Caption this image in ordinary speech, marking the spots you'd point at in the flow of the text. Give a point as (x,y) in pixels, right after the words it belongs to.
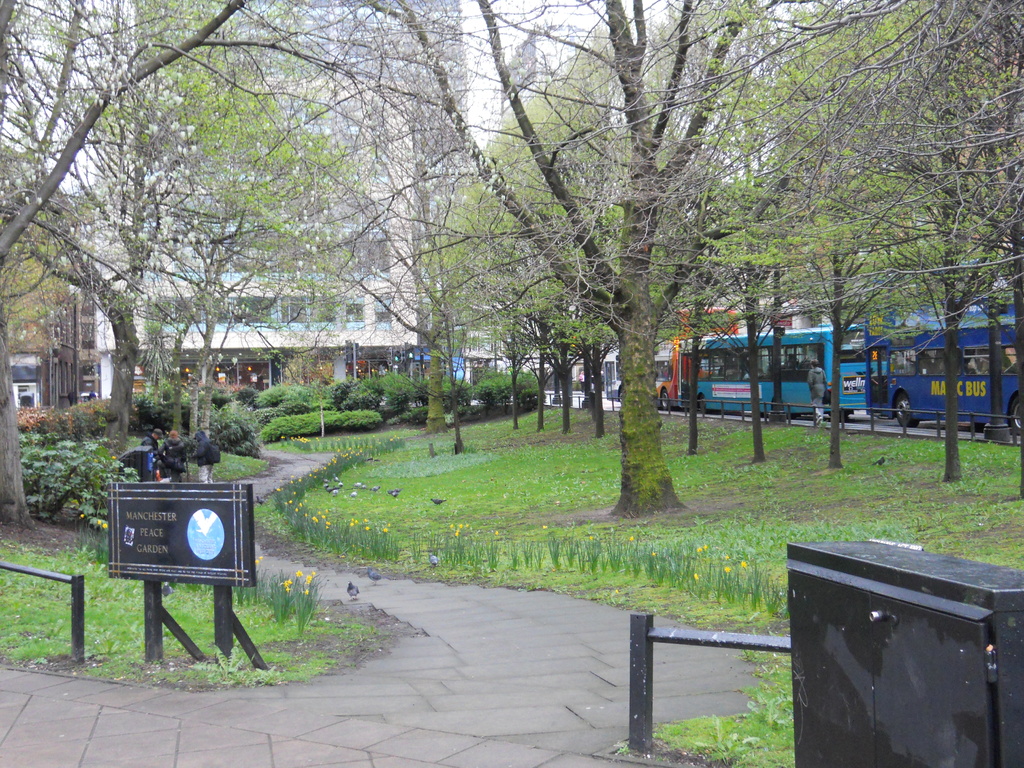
In this image I can see a walking lane (531,733) with some trees (538,248). On the right side (844,351) I can see some buses (812,344). In the background (383,191) I can see a building (261,344).
